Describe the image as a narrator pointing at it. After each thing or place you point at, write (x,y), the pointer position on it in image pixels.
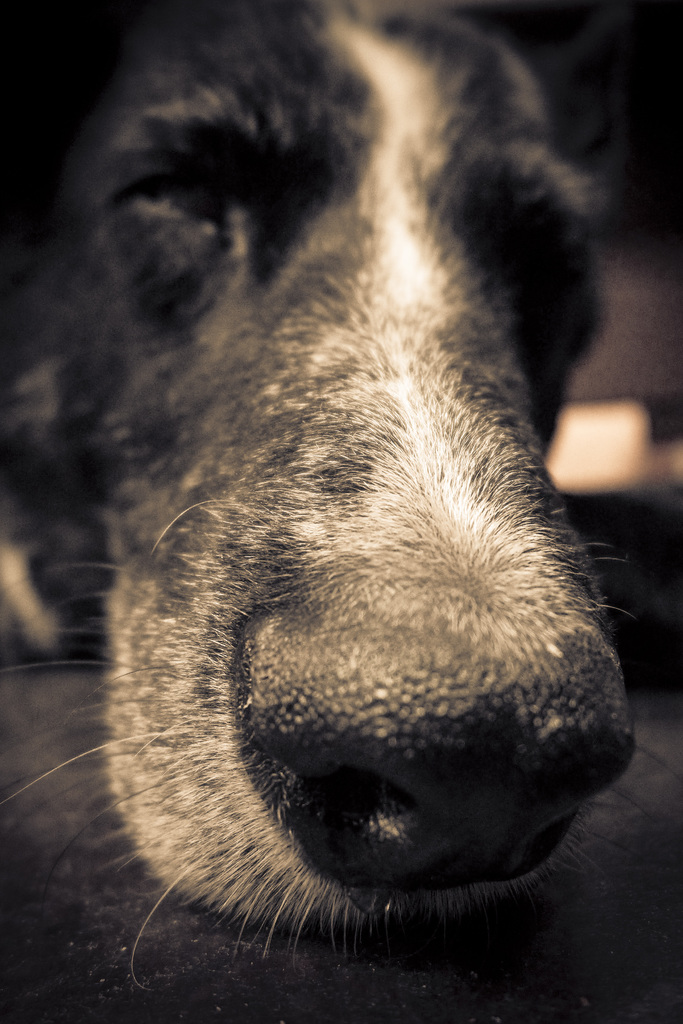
In this image we can see the face (283,360) of the dog (288,588).
